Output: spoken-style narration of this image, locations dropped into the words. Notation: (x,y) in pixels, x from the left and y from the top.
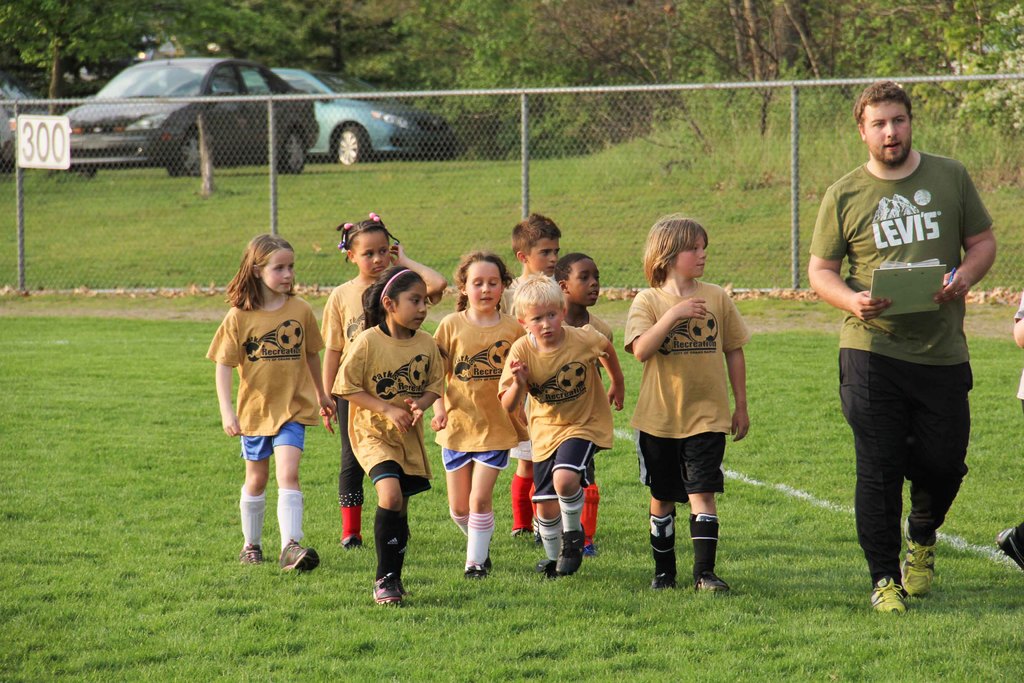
In this picture there are kids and there is a man (878,511) walking and holding a clipboard (931,272) and pen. We can see board (58,151) on mesh (140,163) and grass (497,176). In the background of the image (536,17) we can see trees (254,52) and cars (276,79).
